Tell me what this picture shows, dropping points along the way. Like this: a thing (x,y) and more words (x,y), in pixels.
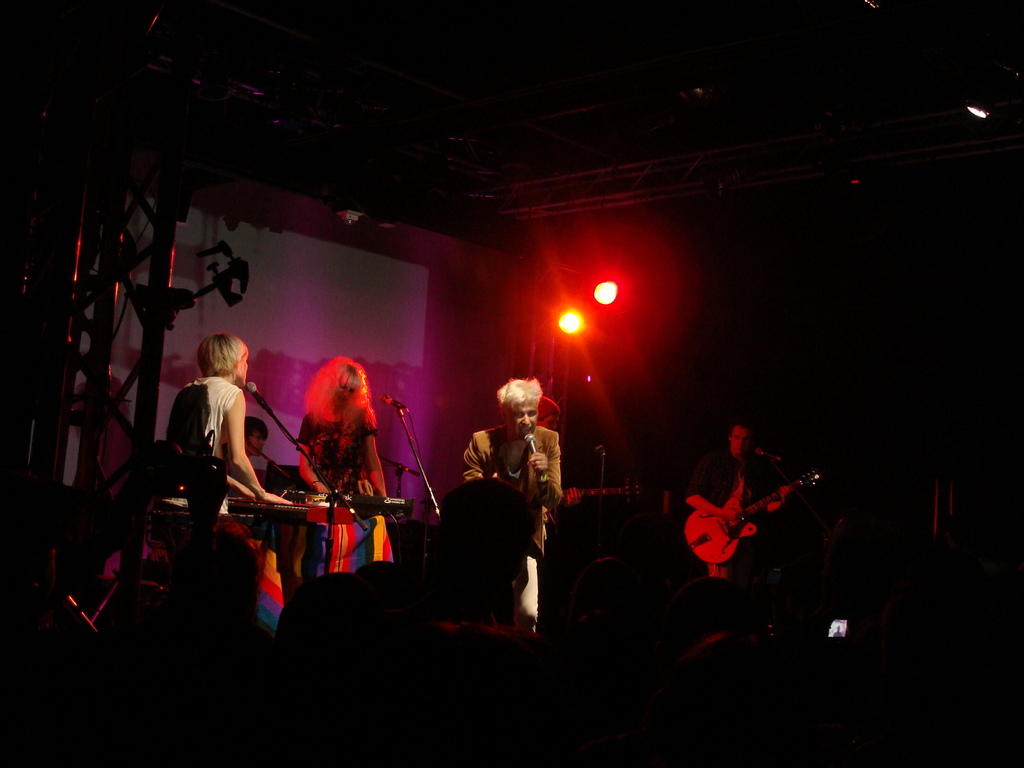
In this image we can see persons (333,465) standing on the floor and holding musical instruments (386,499) in their hands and mics (271,409) are placed in front of them. In the background (118,446) we can see electric lights (566,327), iron grills (133,453) and curtain (352,320).
